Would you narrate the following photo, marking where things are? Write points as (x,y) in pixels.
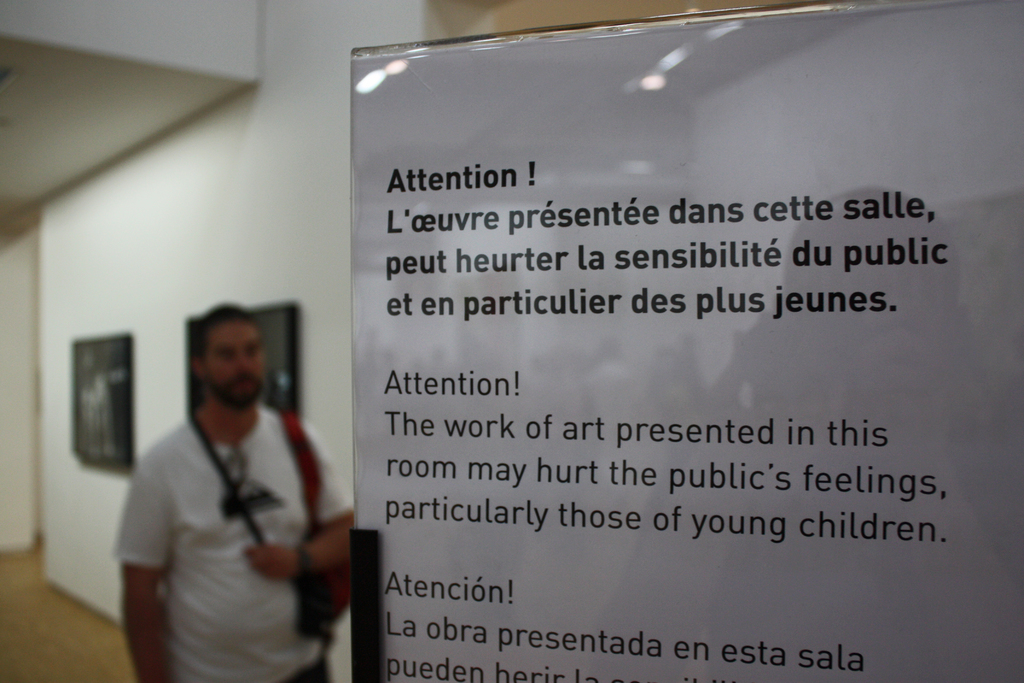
In this picture we can see a board (840,534) and a man (303,518) on the floor (50,634) and in the background (56,391) we can see wall (160,412) with frames (191,374).
